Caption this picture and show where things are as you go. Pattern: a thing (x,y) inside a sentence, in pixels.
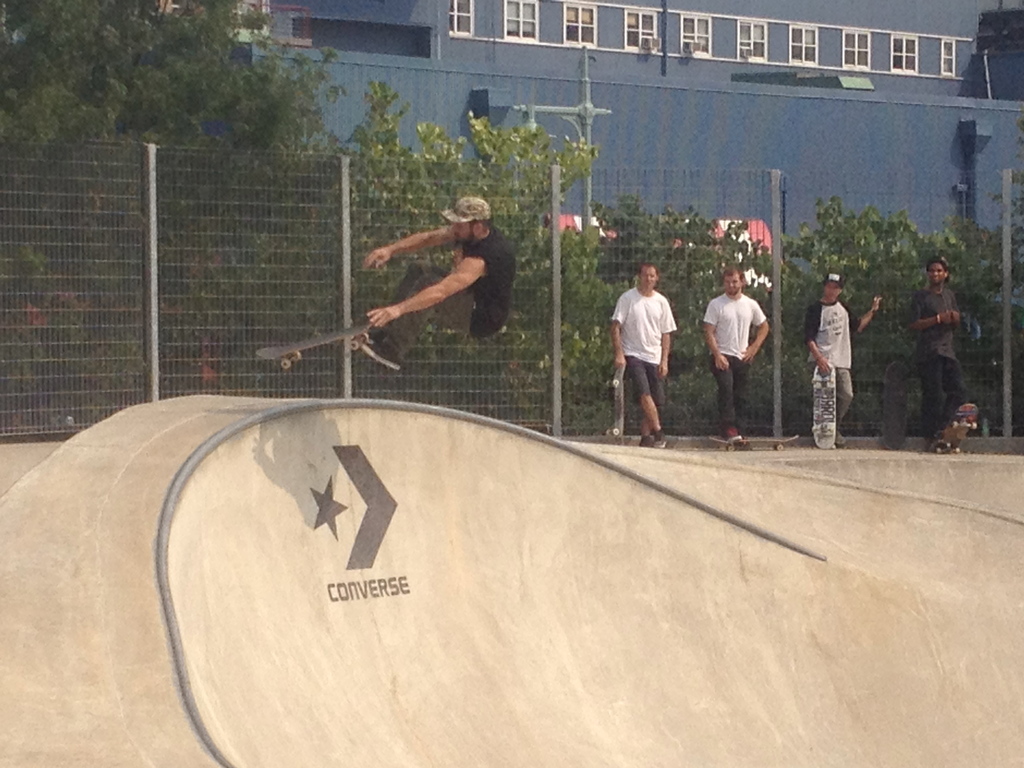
In this image there is a man (431,302) jumping in the air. Near to him there is a skateboard (269,352). Below him there is the slope (455,543) on the ground (443,640). There is text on the ground (350,494). Behind him there is a net (878,190). There are a few people (736,352) standing near to the net (759,424) and they are holding skateboards (819,427). Behind the net (230,379) there are trees (479,180). In the background (714,51) there is a building (578,60).
